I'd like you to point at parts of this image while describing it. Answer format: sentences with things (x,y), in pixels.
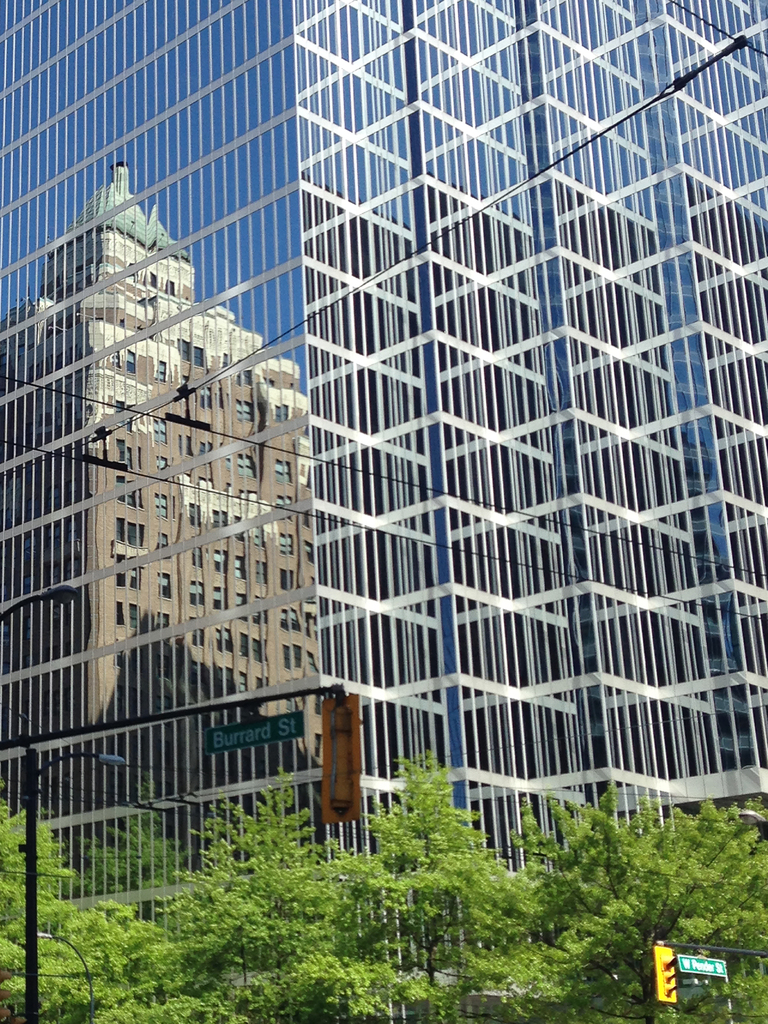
In this image I can see a building (440,617). On the left side (102,571), I can see the reflection (161,441) of a building (162,417) on the glass (234,193). At the bottom (371,931) there are some trees (296,918) and poles (31,827).
